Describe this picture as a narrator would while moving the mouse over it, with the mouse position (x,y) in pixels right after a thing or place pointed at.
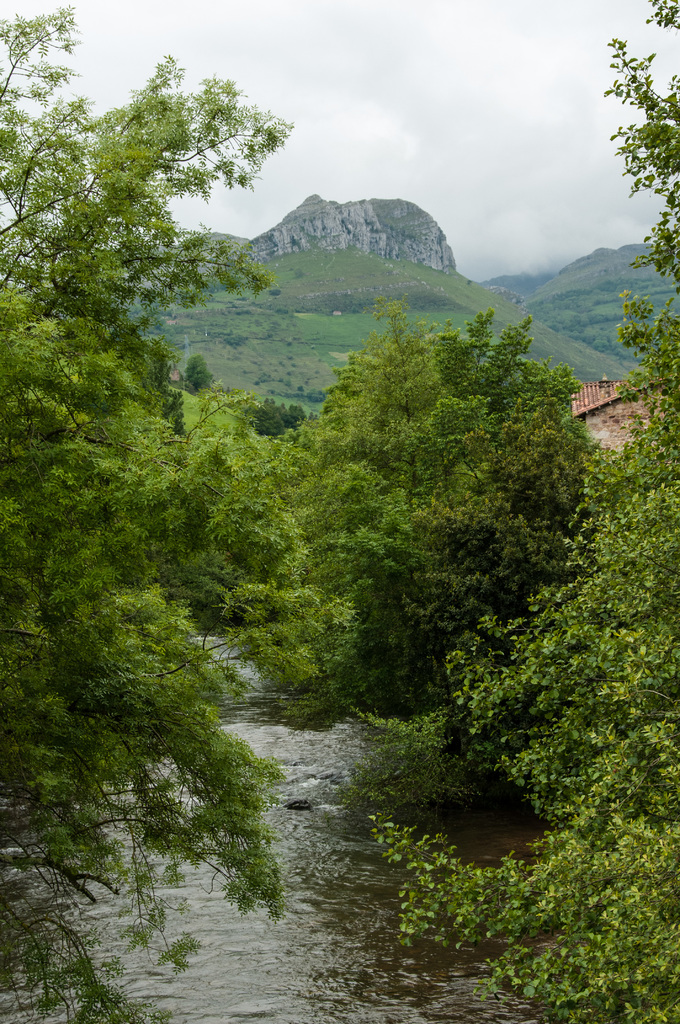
In this image I can see water (327,993), background (332,301) I can see trees (343,482) and grass (226,409) in green color, mountains (385,222), and the sky (374,101) is in white color.
